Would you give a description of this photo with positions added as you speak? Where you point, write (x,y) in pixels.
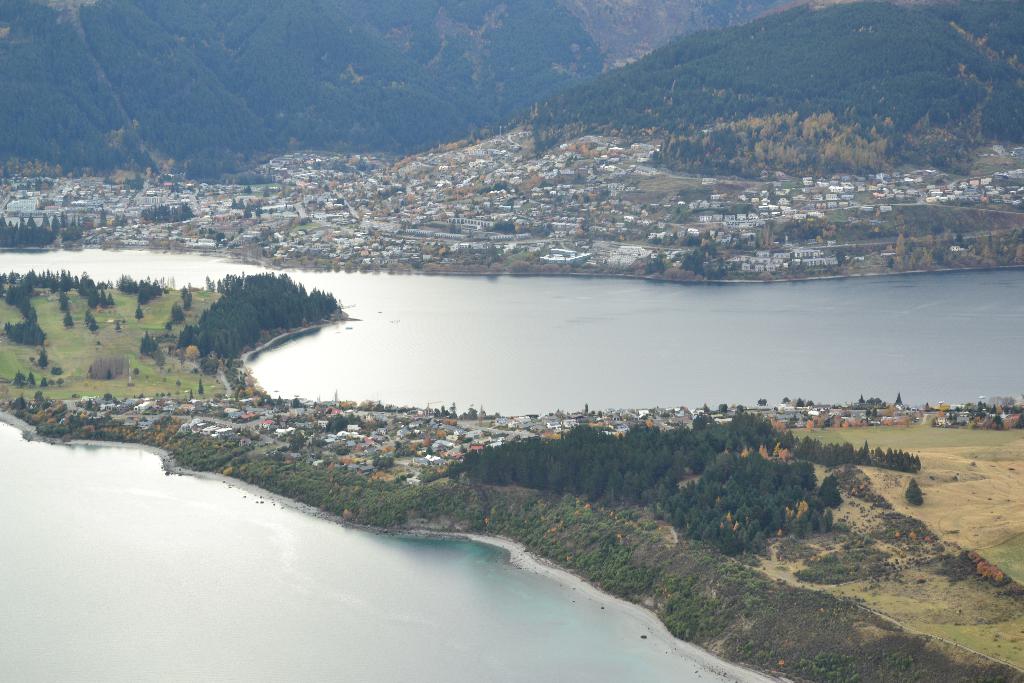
In this image I can see water (610,375), number of trees (1018,256), number of buildings (575,206) and in the background (527,38) I can see mountains (595,88).
